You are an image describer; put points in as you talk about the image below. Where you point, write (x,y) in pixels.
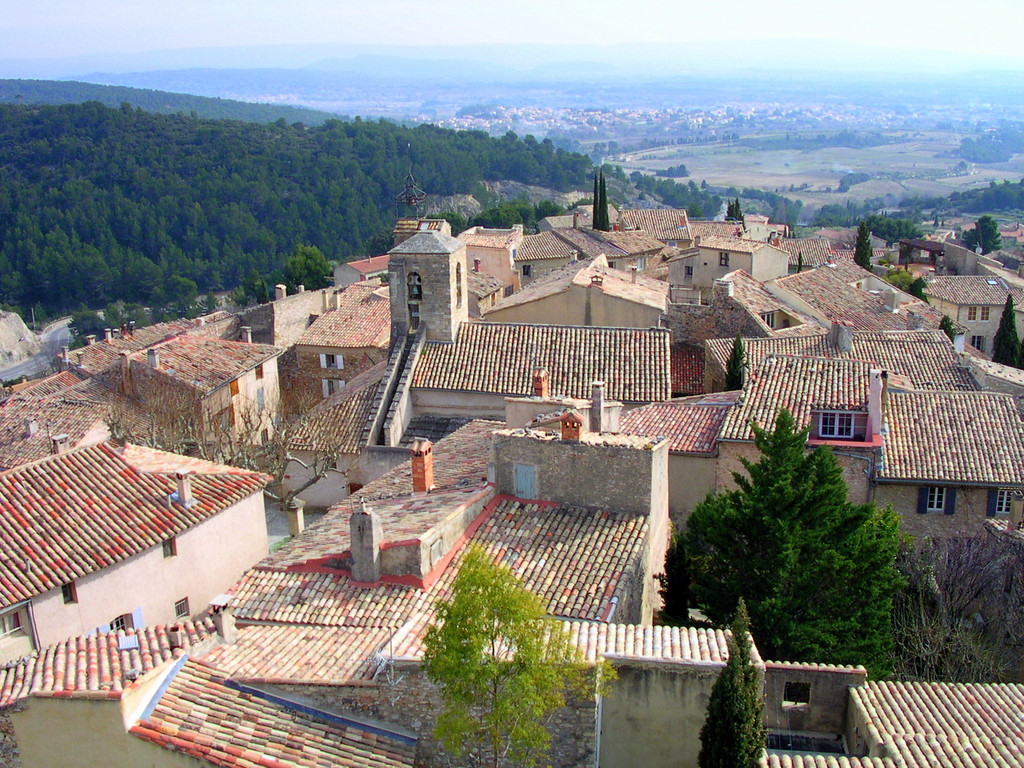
In front of the picture, we see the trees (860,538) and the buildings (439,464). On the left side (94,204), we see the trees (138,169). There are trees (232,233), buildings (561,114) and the hills (414,78) in the background (612,130). At the top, we see the sky (202,43).
